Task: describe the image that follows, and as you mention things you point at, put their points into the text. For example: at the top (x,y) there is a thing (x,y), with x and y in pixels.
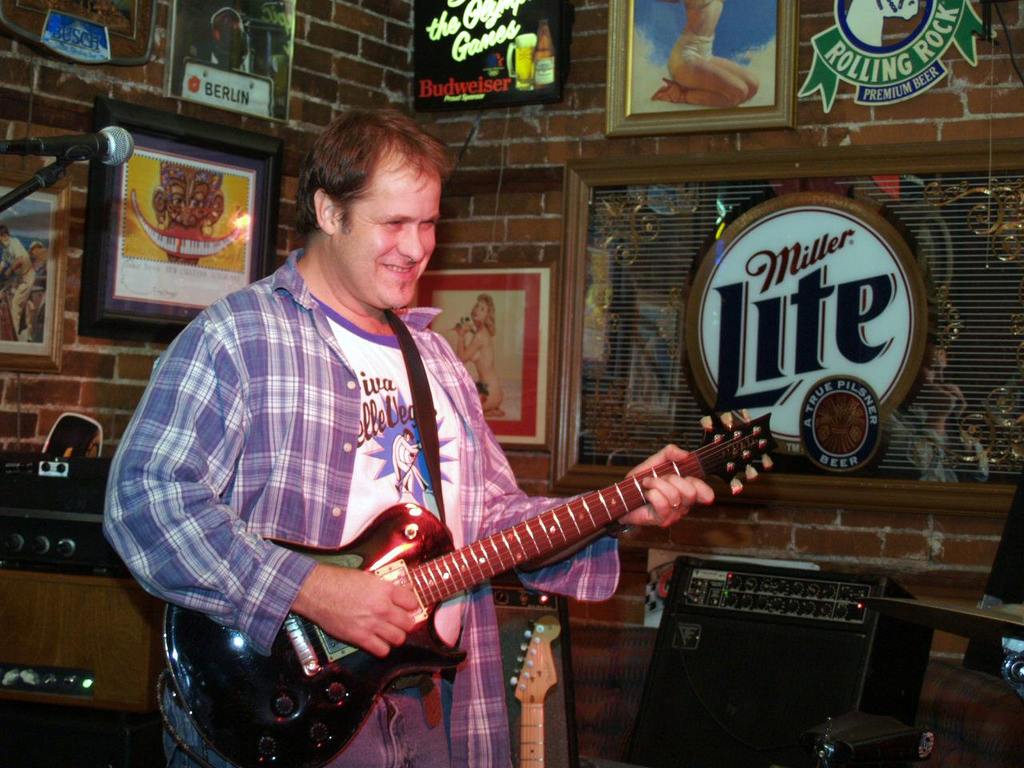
In this image I can see the person (246,523) playing the musical instrument (331,695) and standing in-front of the mic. To the side I can see the electronic gadgets (654,655). In the background (111,328) I can see the many frames (22,314) and boards (536,12) to the brick wall (479,208).
